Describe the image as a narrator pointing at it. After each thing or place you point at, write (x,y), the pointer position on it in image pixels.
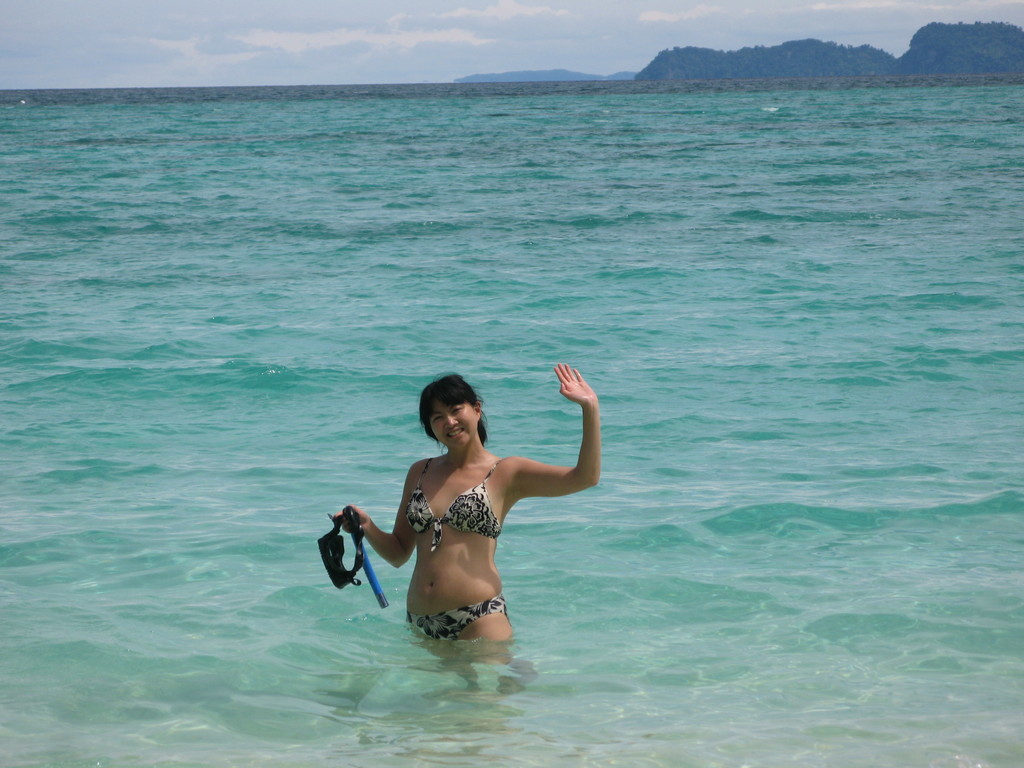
In this picture I can see a woman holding an object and standing in the water (573,327). I can see hills (886,64), and in the background (847,36) there is the sky (549,43).
